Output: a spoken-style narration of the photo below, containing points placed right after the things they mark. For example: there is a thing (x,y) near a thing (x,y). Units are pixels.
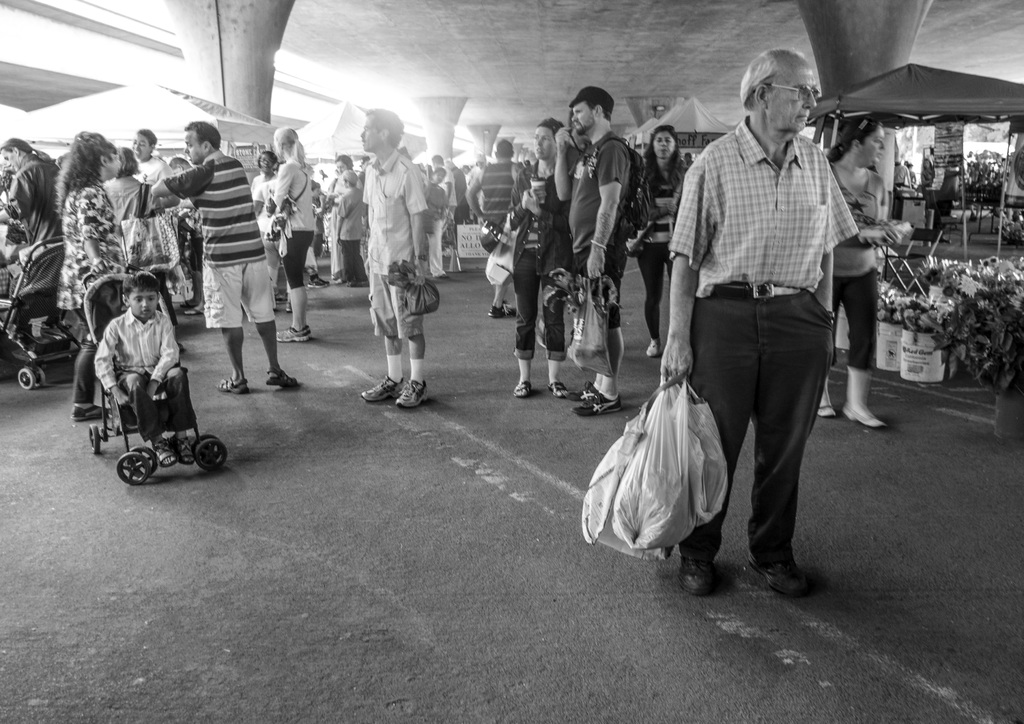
In this picture I can see so many people (384,234) are standing under the roof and holding bags (606,498), side I can see some tents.
